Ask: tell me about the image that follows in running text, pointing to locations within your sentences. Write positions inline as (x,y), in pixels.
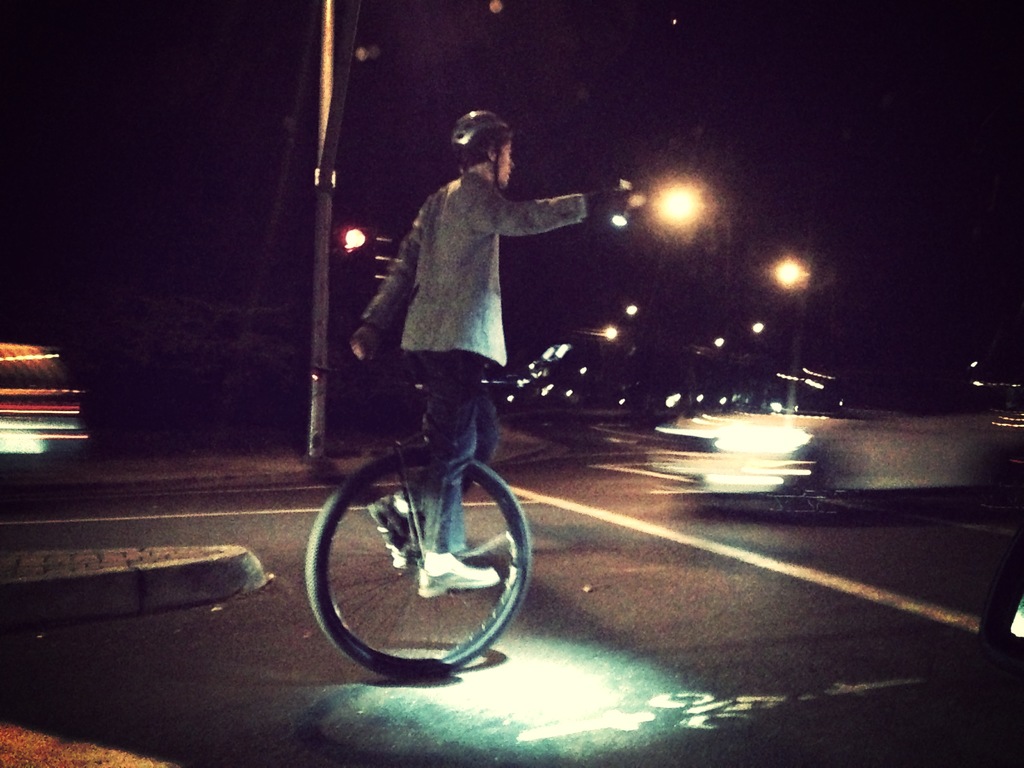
In this image we can see a person (474,233) on the wheel (409,564). And we can see the road (621,493). And we can see the street lights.
